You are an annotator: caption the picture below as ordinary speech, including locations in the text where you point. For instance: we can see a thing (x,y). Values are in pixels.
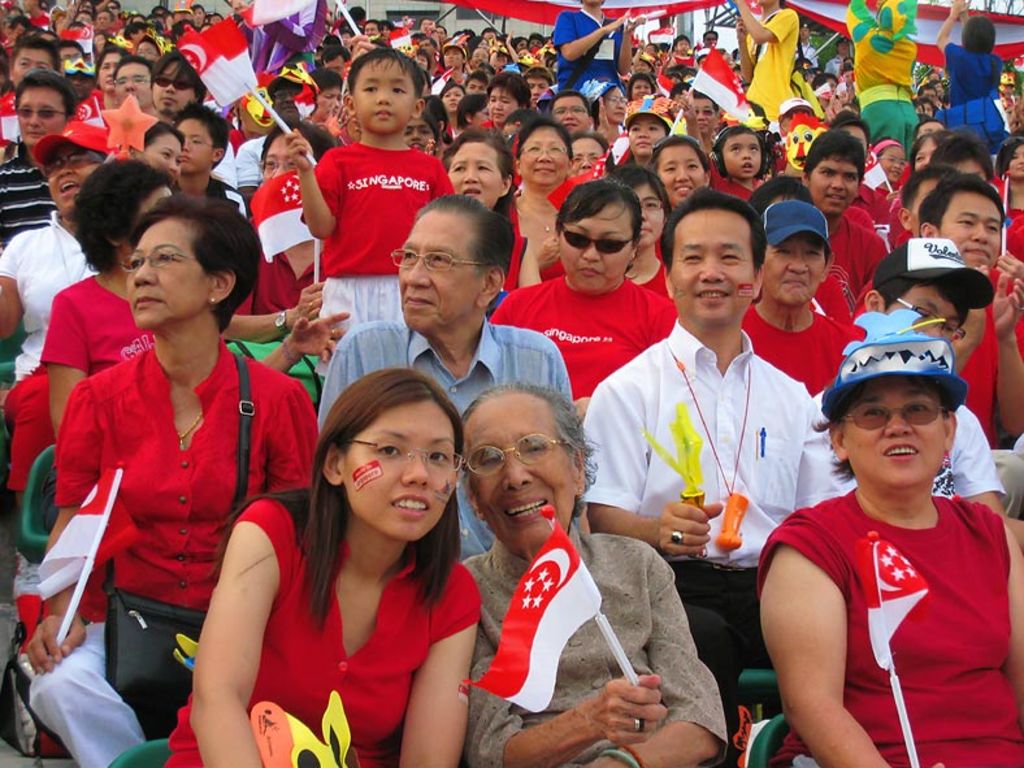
In this picture we can see there is a group of people (29,163) and few people (287,280) are holding the flags (405,43) and some objects (124,117). Behind the people (345,153), it looks like a building (510,20) and a tree (824,37).
